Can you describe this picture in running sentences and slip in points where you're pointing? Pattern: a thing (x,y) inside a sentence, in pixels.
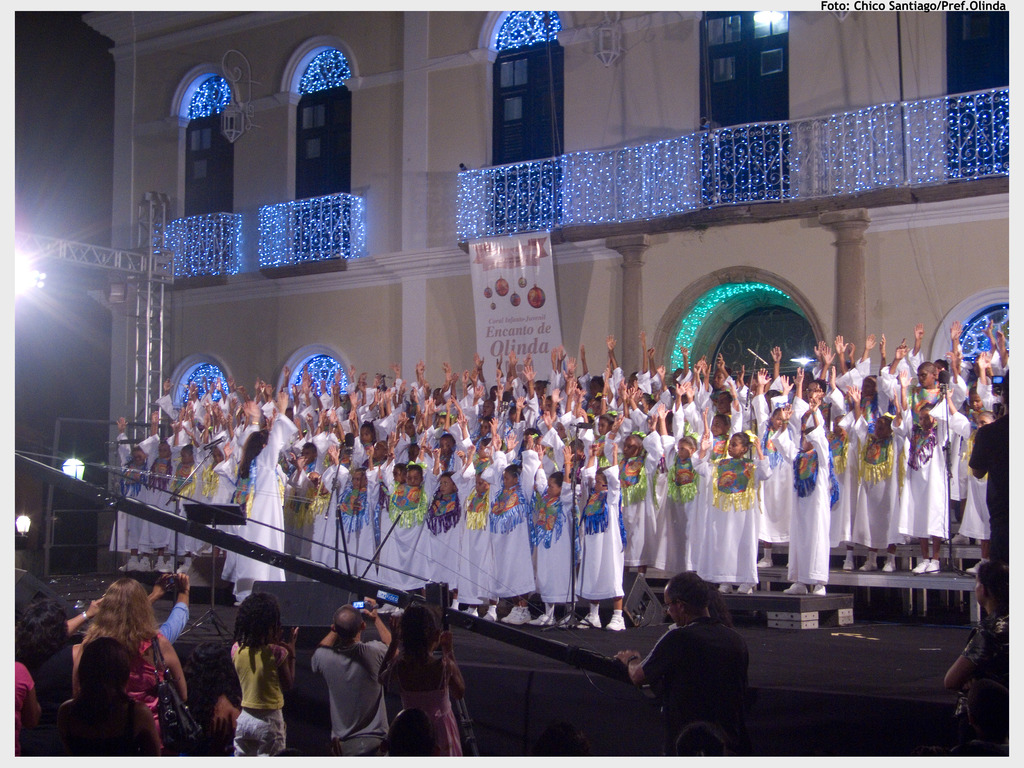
In this picture I can see group of people (75,747) standing, there are lights (27,264), speakers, banner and lighting truss (57,252), and in the background (452,272) there is a wall (959,280) with windows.
